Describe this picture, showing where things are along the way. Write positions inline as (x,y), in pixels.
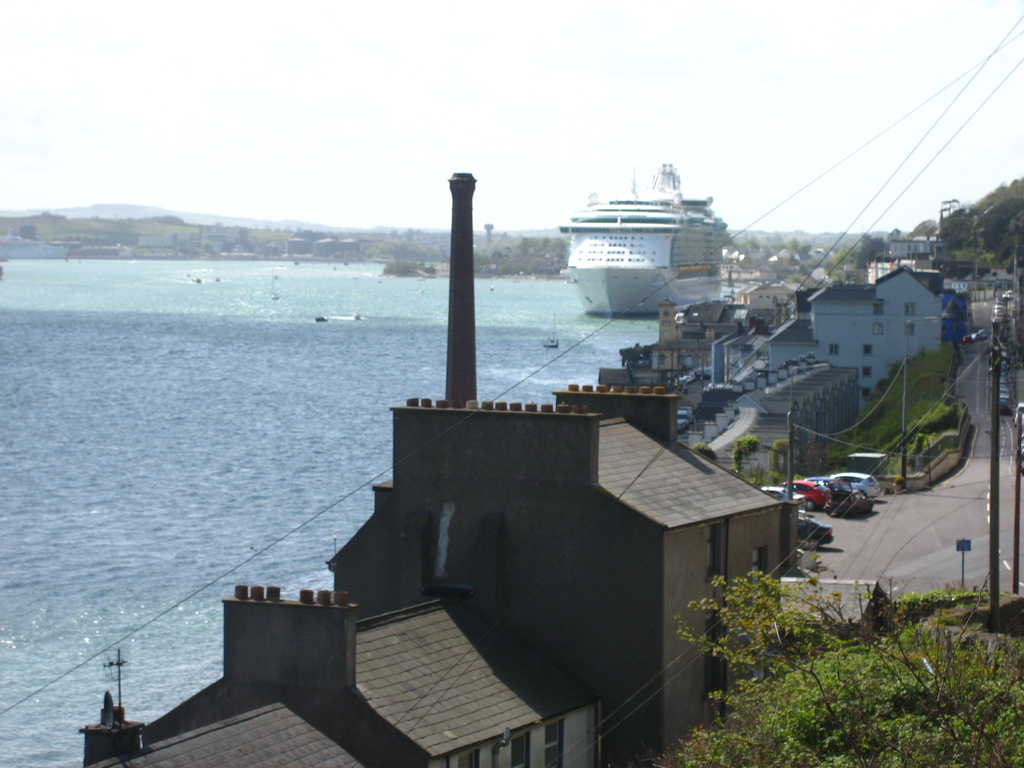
In this image I can see few buildings (695,313), windows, trees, current-poles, wires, sign boards (963,567) and few vehicles (811,484) on the road (836,531). I can see a white ship (603,250) and water (503,306). The sky (384,148) is in white color.
